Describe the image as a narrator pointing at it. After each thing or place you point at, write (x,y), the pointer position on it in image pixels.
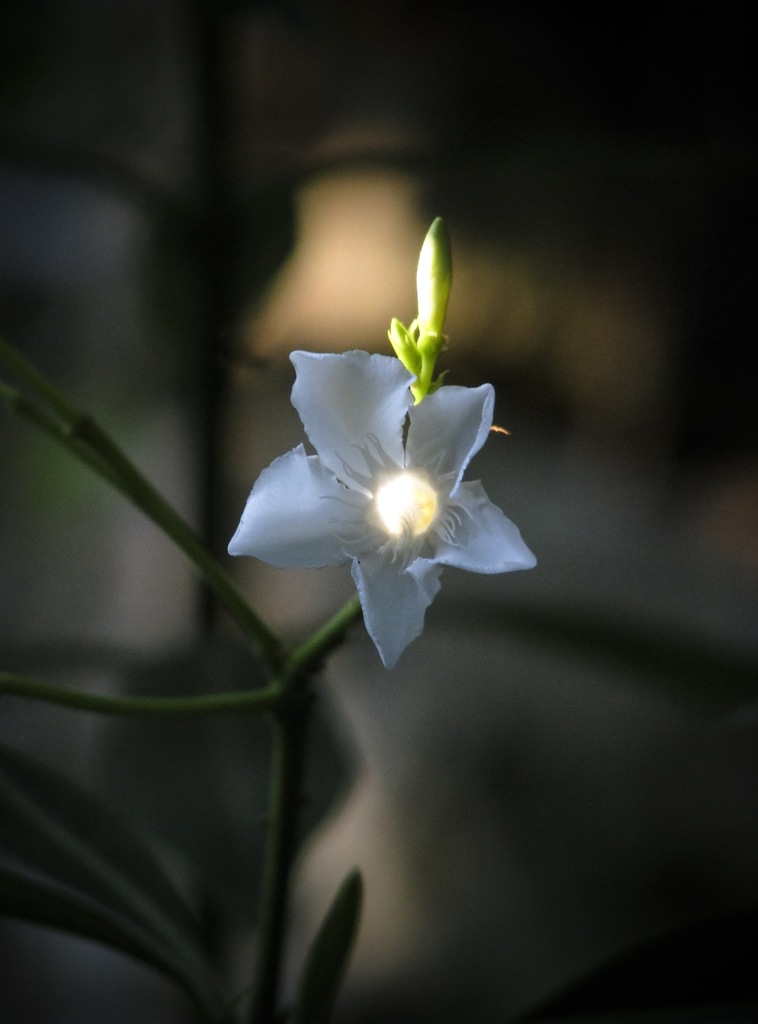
In this image I can see the white color flower (373,495) and the buds (433,243) to the plant (277,656). I can see there is a blurred background (364,318).
